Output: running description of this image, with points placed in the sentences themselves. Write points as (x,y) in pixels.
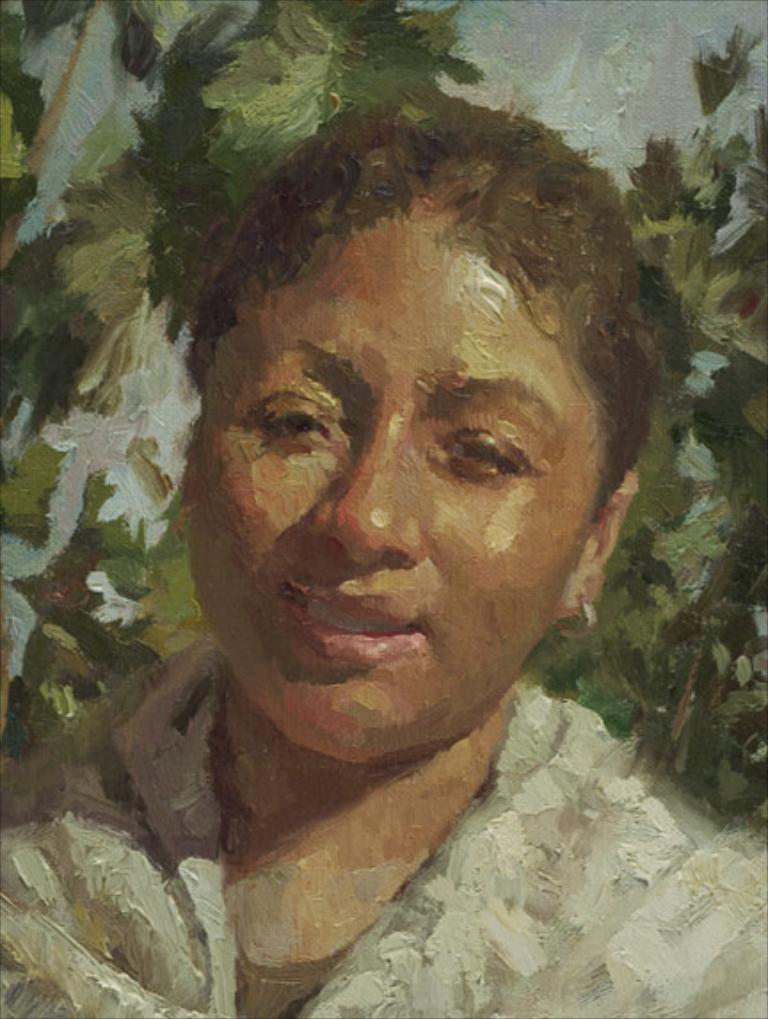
In this image there is an art (380,776) of a girl (362,683).
